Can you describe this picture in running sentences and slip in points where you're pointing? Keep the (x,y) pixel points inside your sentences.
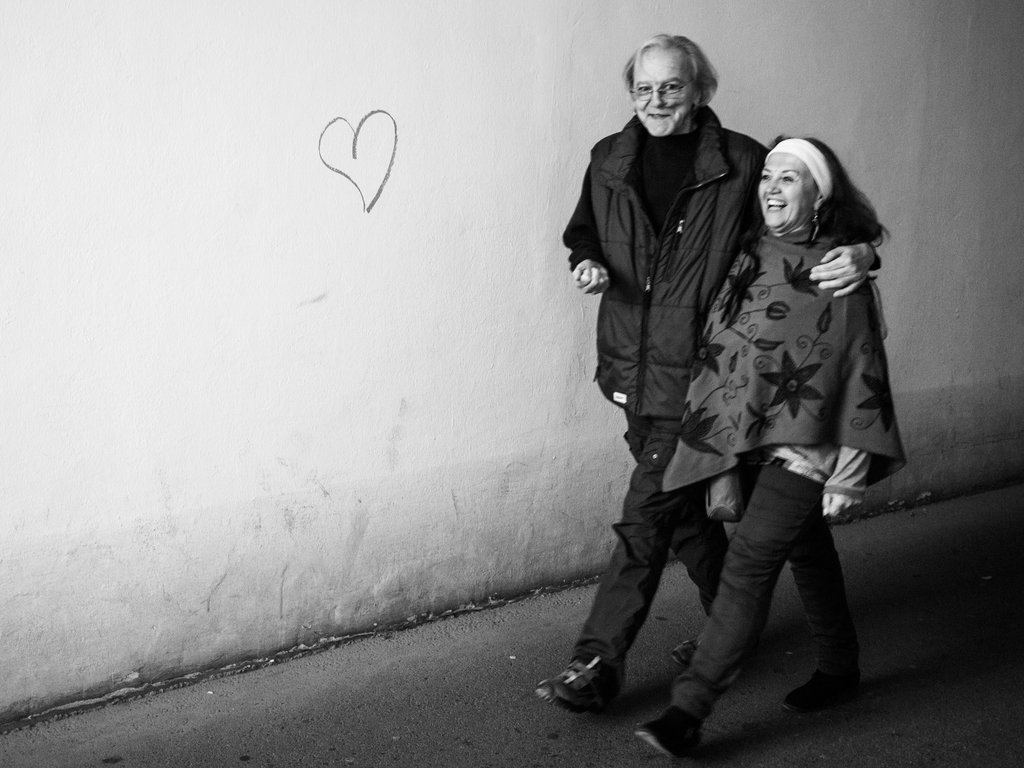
In this image I can see a man (633,346) and a woman (832,420) are walking and smiling. In the background (382,303) I can see the wall (374,312).
